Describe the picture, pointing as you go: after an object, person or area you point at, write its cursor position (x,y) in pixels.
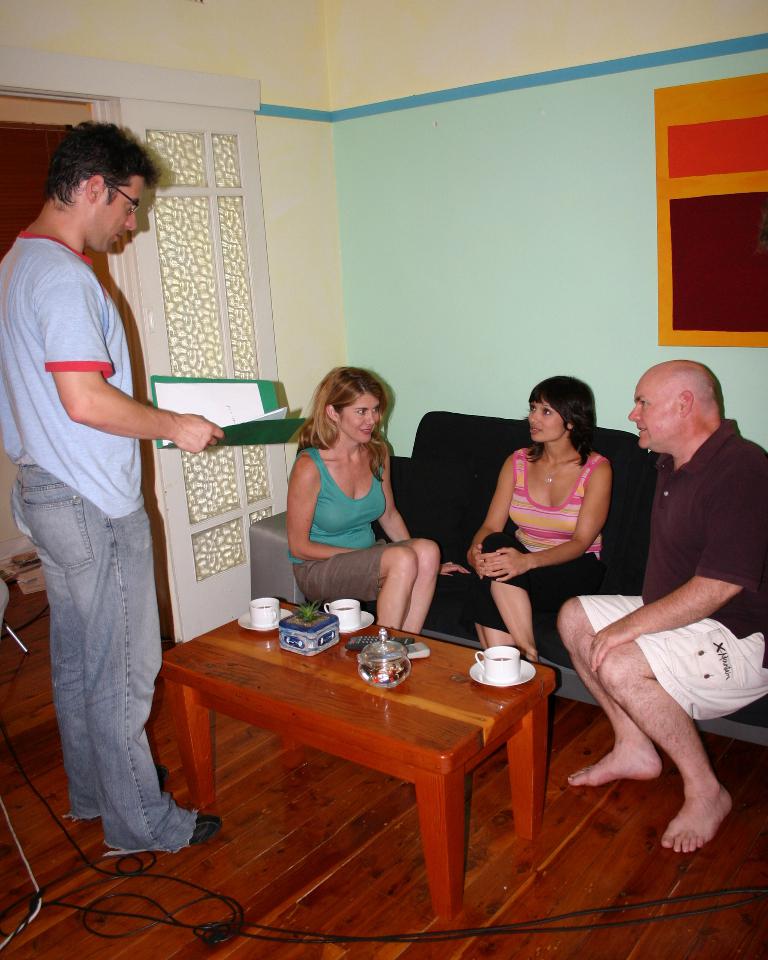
Here there are four people (573,550). Two ladies (501,488) and two men (675,507). The two ladies (508,532) and one man (655,540) is sitting on the sofa (283,592). The man (51,448) with grey t-shirt (46,416) is standing. In front of them there is a table (410,723). On the table (490,696) there is a coffee cup (501,672), jar (390,672) and a box (296,634). Behind them there is a wall (547,225) with the wallpaper (727,203). To the left side (186,274) there is a door (181,284).
